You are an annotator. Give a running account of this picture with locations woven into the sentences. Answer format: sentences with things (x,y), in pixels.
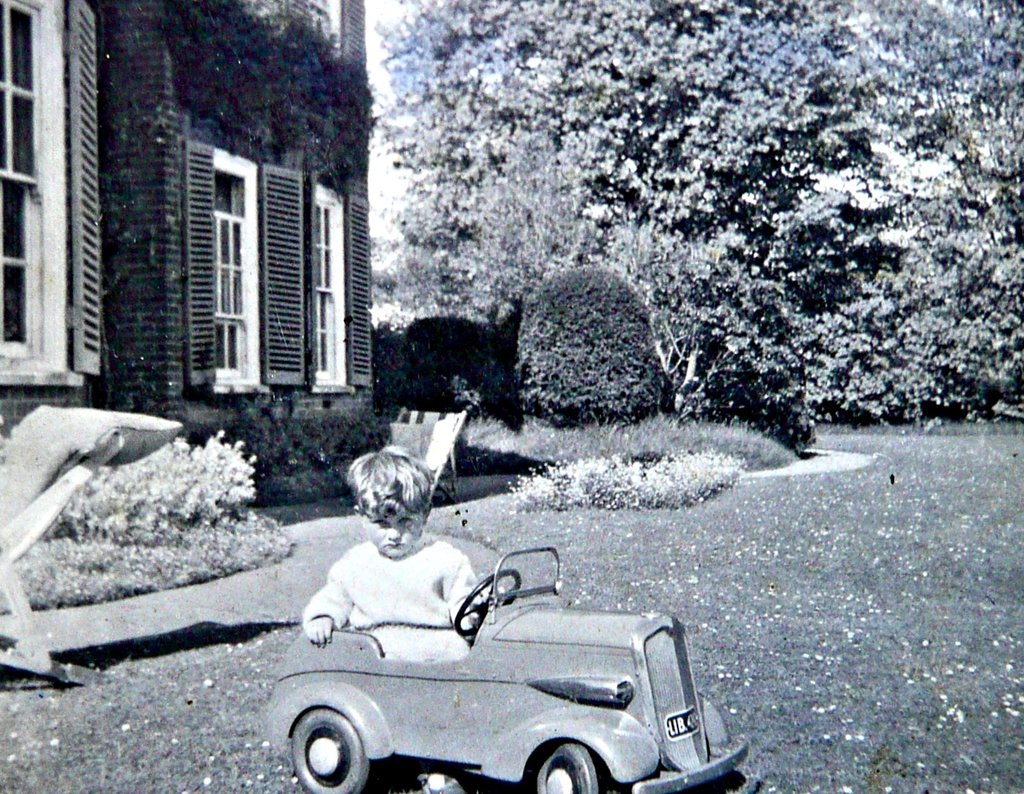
In this image i can see a child (440,548) in a toy car (441,677) at the back ground (595,337) i can see a tree (740,290), small plant (595,299), a window (251,252) and a building (121,264).
